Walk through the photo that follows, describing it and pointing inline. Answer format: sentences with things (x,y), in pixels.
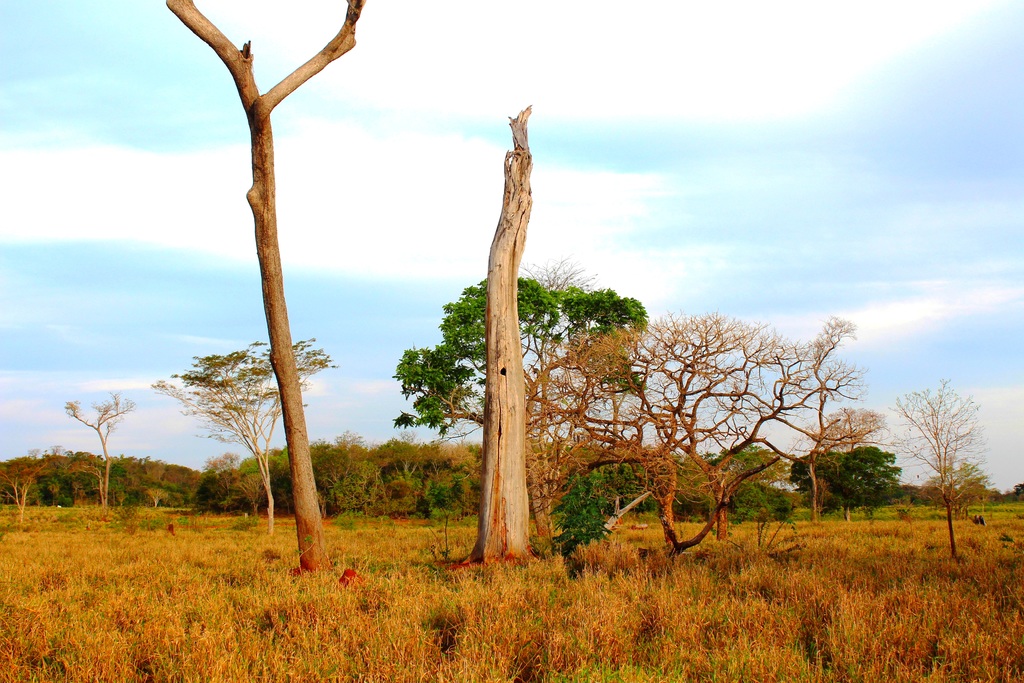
These are the trees (81,466) with branches (643,385) and leaves (43,485). I think these are the tree trunks (491,388). This is the dried grass (594,625). Here is the sky (720,134).
